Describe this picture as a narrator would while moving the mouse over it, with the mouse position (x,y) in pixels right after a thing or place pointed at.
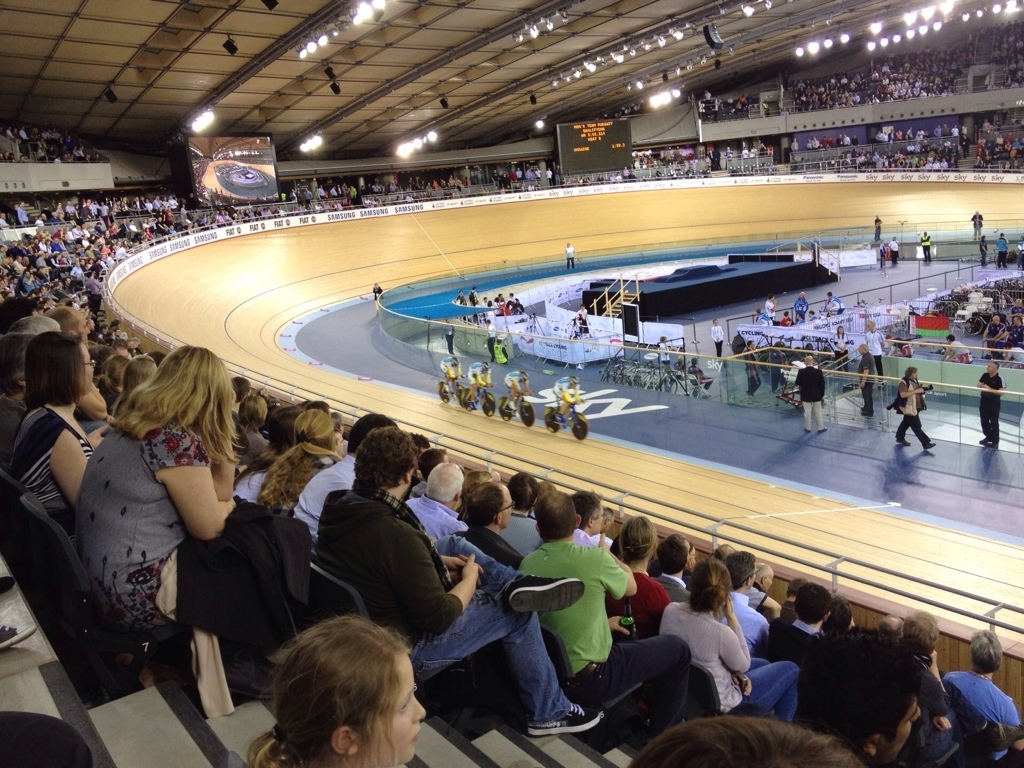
This is an inside view. It is looking like a stadium (752,201). In this image people (94,425) are sitting on the chairs (176,643). In the middle of the image (574,422) few people (450,378) are riding their bicycles (517,412). On the right side of the image (833,296) I can see a stage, few people (815,375) are standing and few people (907,416) are walking. On the top of the image (926,17) I can see lights (913,13) and screens (246,168).
